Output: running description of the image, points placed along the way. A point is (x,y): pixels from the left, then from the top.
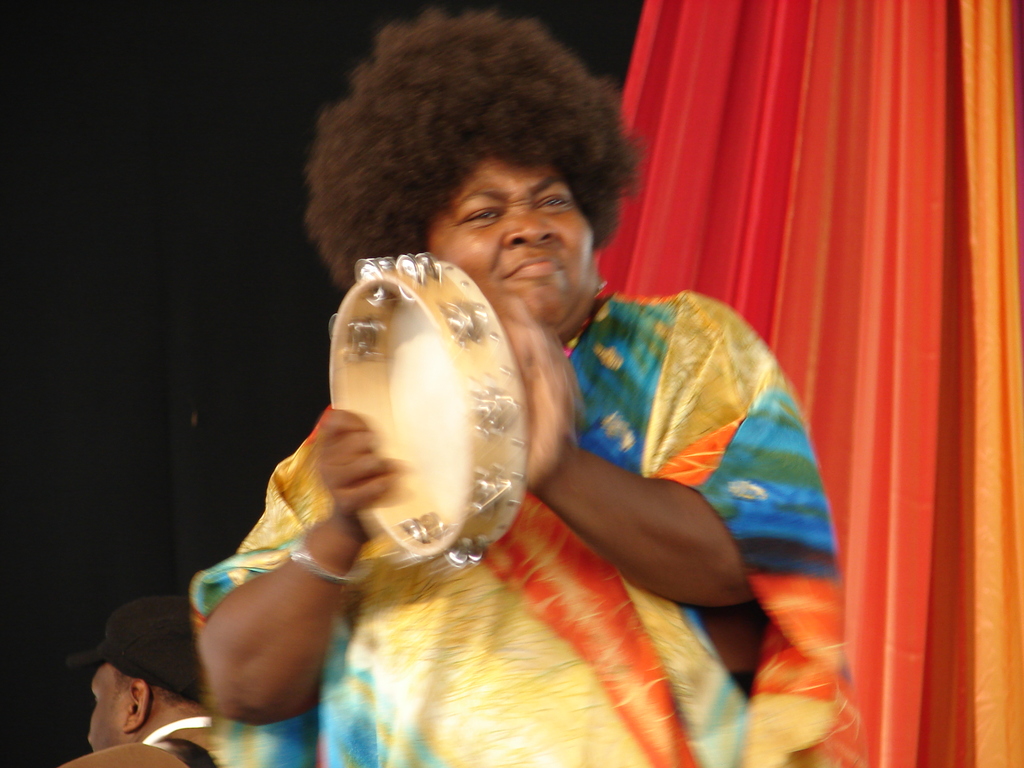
In this image, we can see a person (560,526) is holding a musical instrument (437,438). On the right side (854,319), we can see curtain (864,321). Left side (117,707) bottom of the image (147,727), we can see a person (139,686) is wearing a cap (161,671). Here we can see black color object (123,400).
